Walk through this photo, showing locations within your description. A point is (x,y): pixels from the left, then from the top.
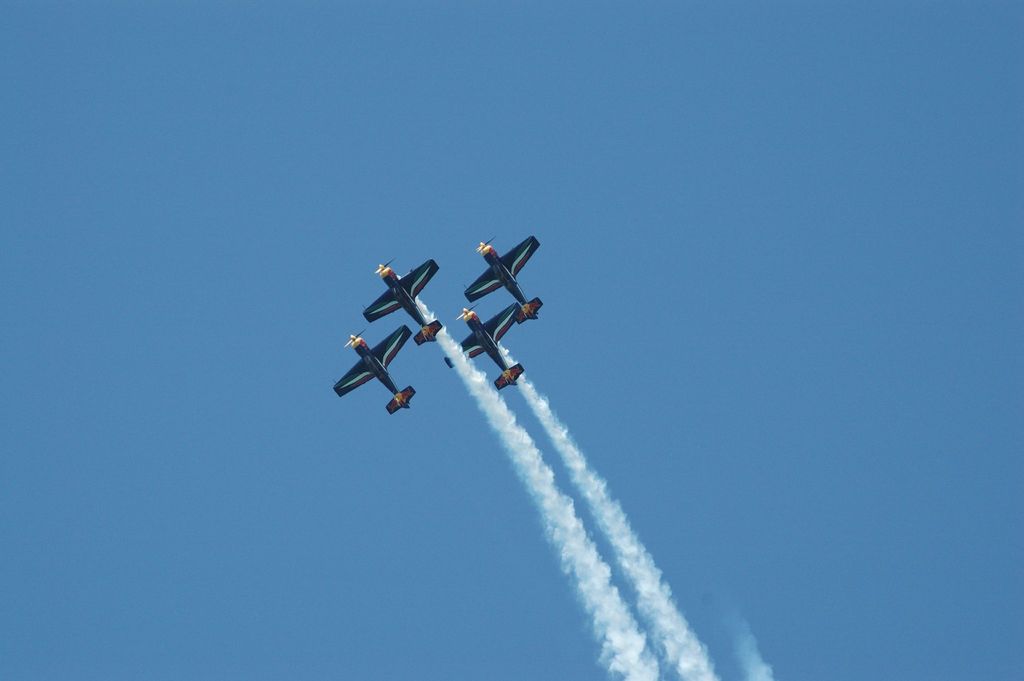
In the image we can see four flying planes (460,317), flying in the sky (345,324). Here we can see the smoke (570,537) and the sky (665,337).
